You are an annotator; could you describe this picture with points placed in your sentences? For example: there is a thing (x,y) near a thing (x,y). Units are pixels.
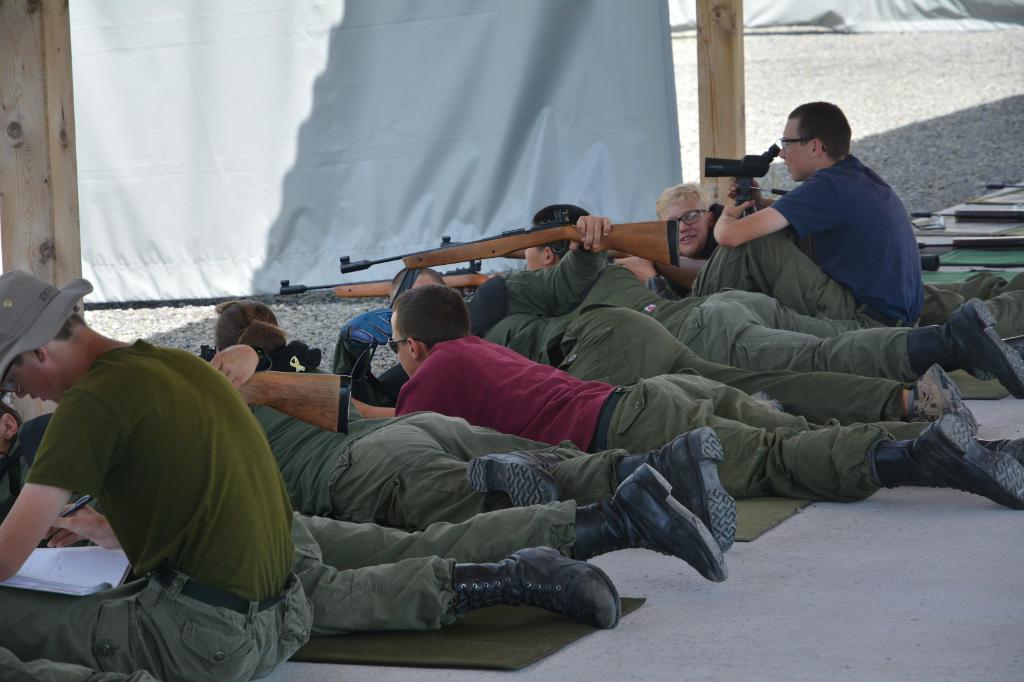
In the image in the center (567,390), we can see two persons (14,360) are sitting and few people (699,368) are lying and holding some objects (544,236). In the background (345,72) we can see the curtains (654,37) and poles (35,97).
